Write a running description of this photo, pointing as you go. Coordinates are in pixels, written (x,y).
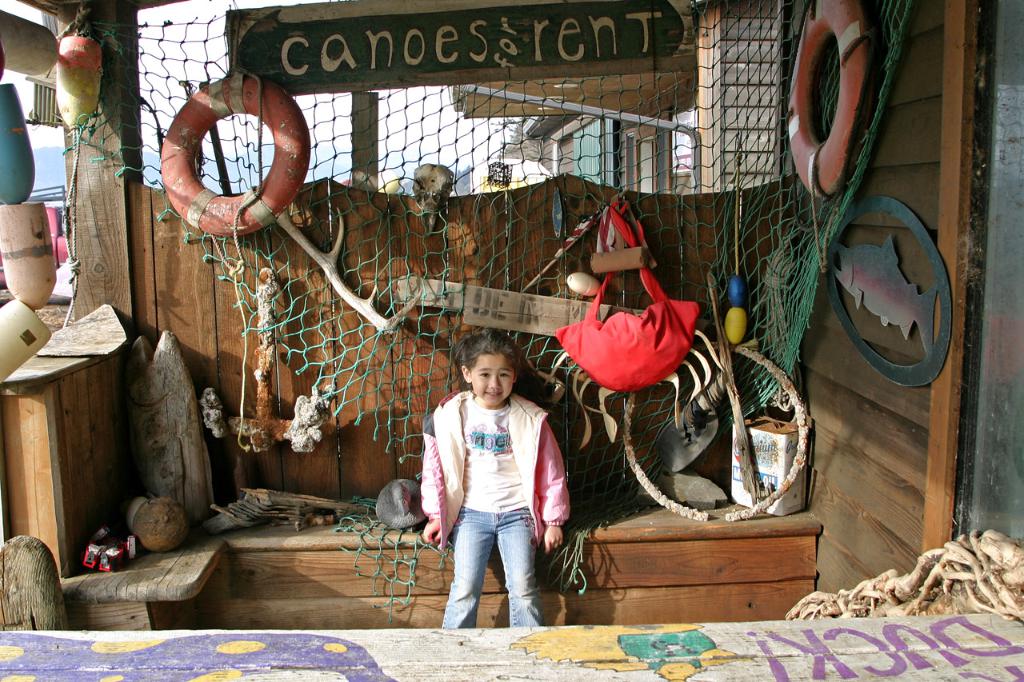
This picture shows a girl (527,606) seated and we see a net (156,111) and a tube (268,118) and a bag (604,345).
